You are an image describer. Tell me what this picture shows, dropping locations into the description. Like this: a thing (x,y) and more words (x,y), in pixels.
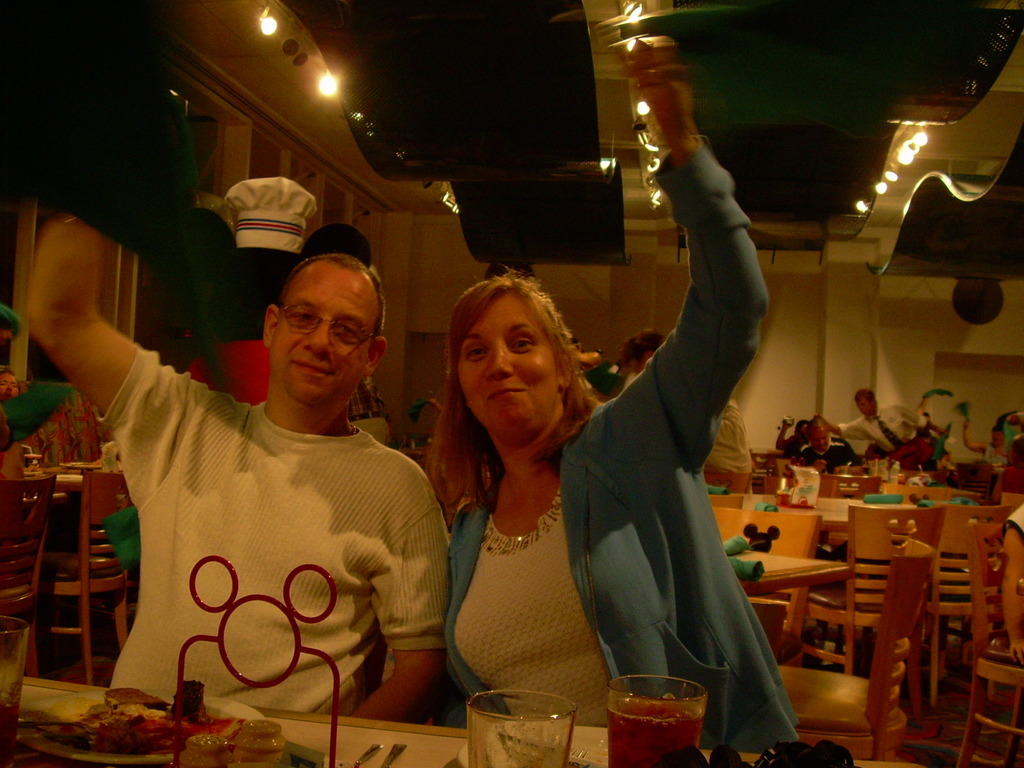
In this image I can see a man (333,480) and a woman (593,452) are sitting on chairs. I can also see smile on their faces (310,354). On this table (44,721) I can see food (144,714) in plates (229,703) and few glasses (538,727). In the background (894,565) I can see few more chairs (873,547), tables (852,498) and people (852,433).
